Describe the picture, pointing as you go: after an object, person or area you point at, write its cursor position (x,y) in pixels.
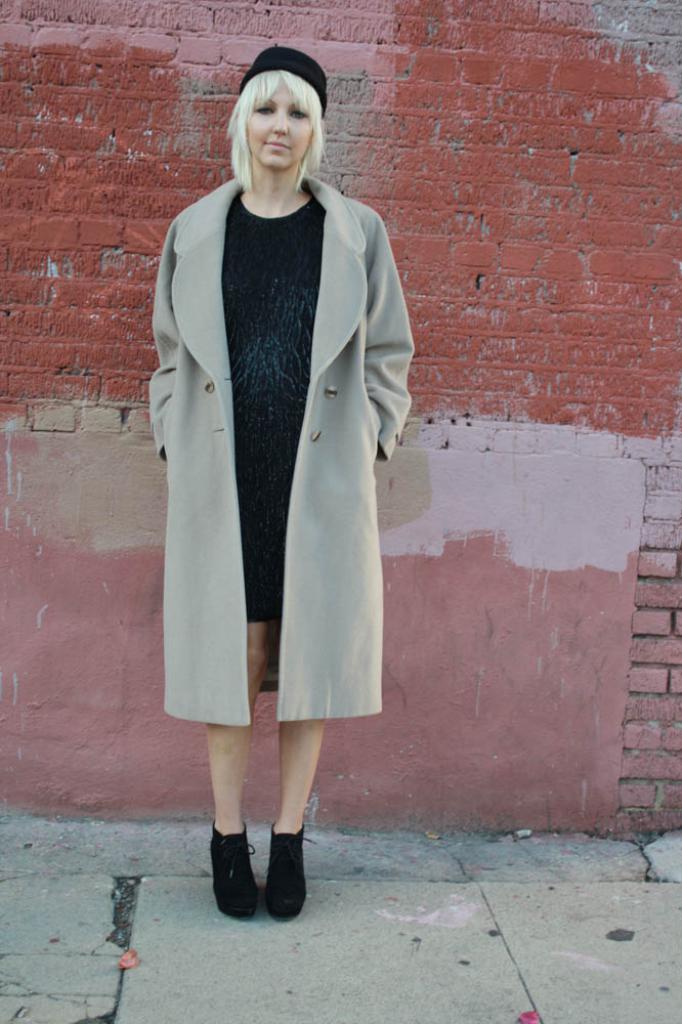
In the center of the image (327,485) we can see a lady (296,659) standing. She is wearing a coat (300,575). In the background (480,355) there is a wall (465,410).
